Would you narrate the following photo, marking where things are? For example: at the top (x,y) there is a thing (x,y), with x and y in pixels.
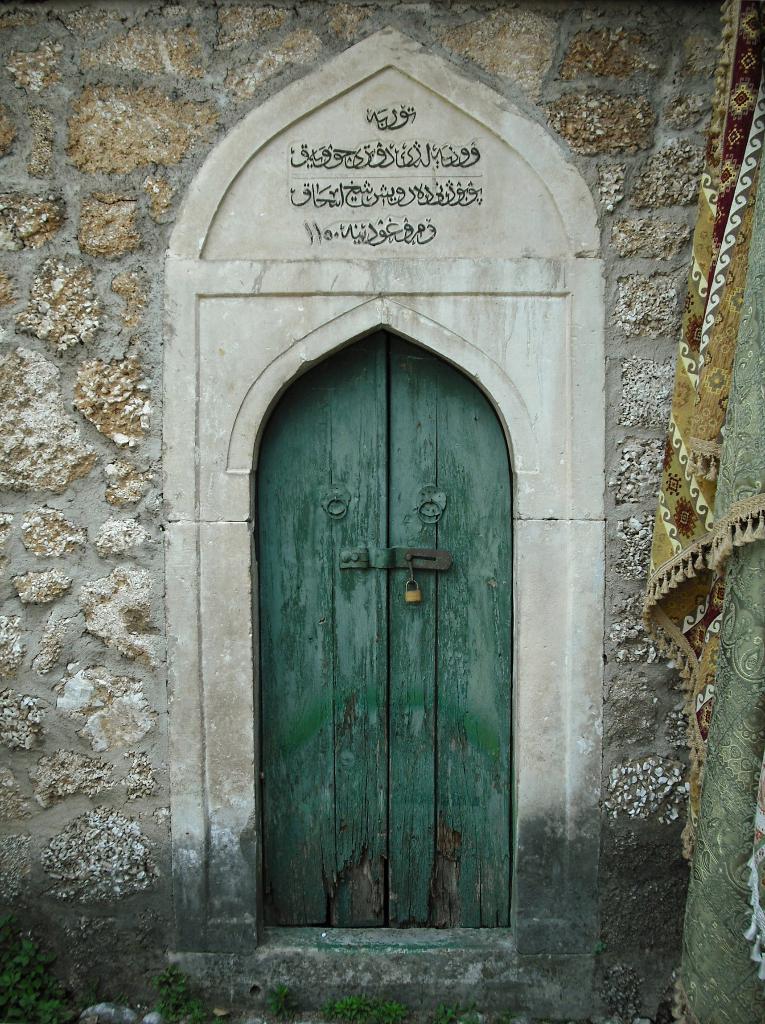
In this image I can see a wooden door (385,585) with a lock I can see a marble design (478,163) around the door (285,684) with some text (427,164). On the right hand side (699,465), I can see some clothes (746,850) hanging.
